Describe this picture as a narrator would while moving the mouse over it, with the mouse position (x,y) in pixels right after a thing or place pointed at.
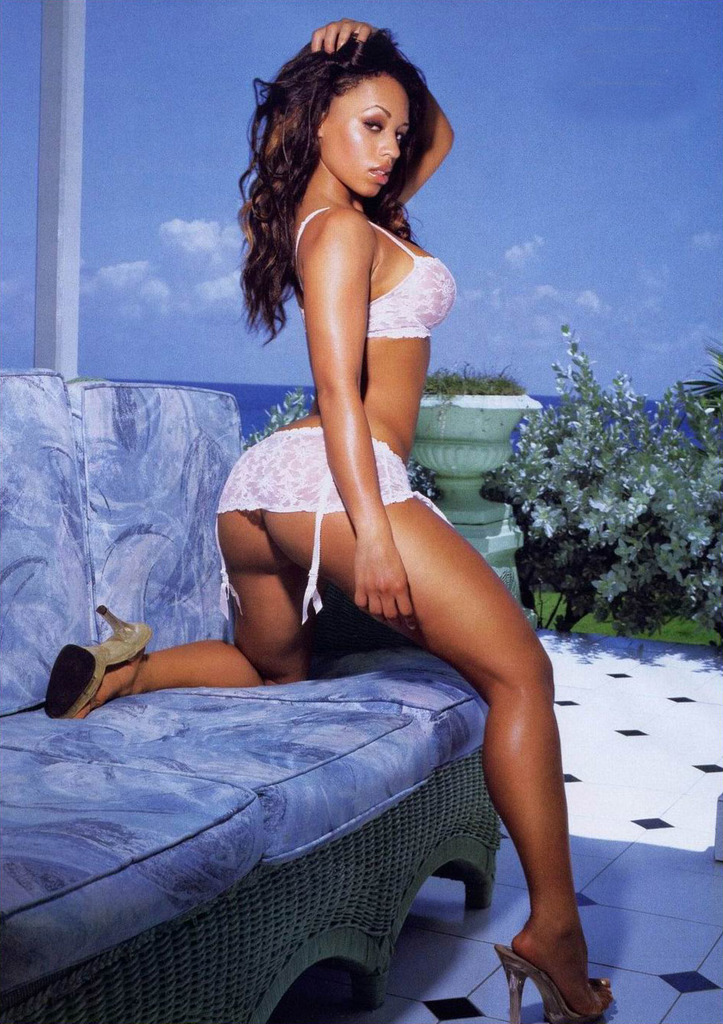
In this picture there is a women (329,555) and she has placed her one leg (250,612) on a sofa (249,703). At the background (500,423) there are flower pots (472,472).
